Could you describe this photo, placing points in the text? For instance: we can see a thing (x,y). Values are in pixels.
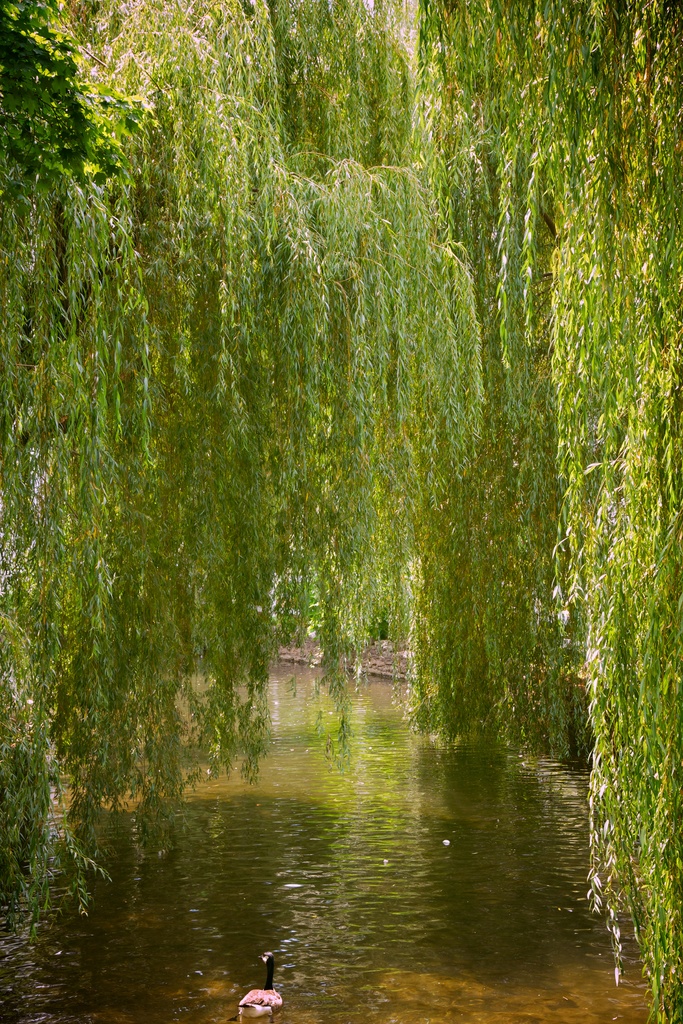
In the center of the image (293,480) we can see trees (299,125), water (491,892) and one bird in the water (274,915).
